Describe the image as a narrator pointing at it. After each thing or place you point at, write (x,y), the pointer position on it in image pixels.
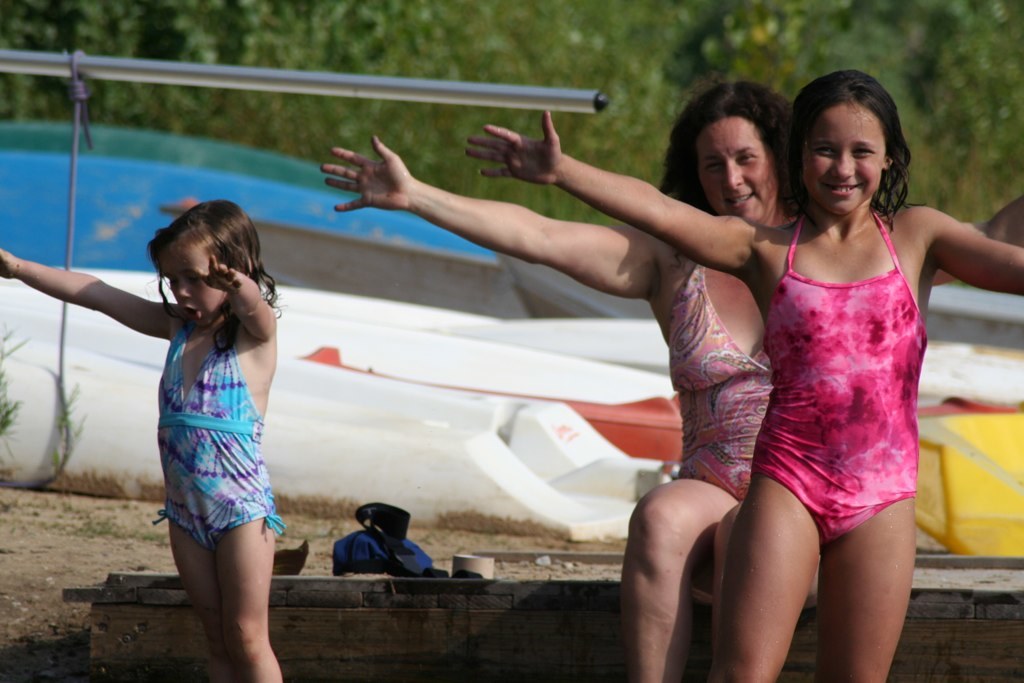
This picture might be taken on sea shore (80,524). In this image, on the right side (735,409), we can see a woman (703,446) sitting on the bench (710,607) and a girl (820,355) is standing. On the left side (203,398), we can also see a girl (224,408) standing on the land (25,534). In the background (1012,473), we can see a boat (385,400), trees (854,52). At the bottom (59,567), we can see a land (35,555) with some stones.
